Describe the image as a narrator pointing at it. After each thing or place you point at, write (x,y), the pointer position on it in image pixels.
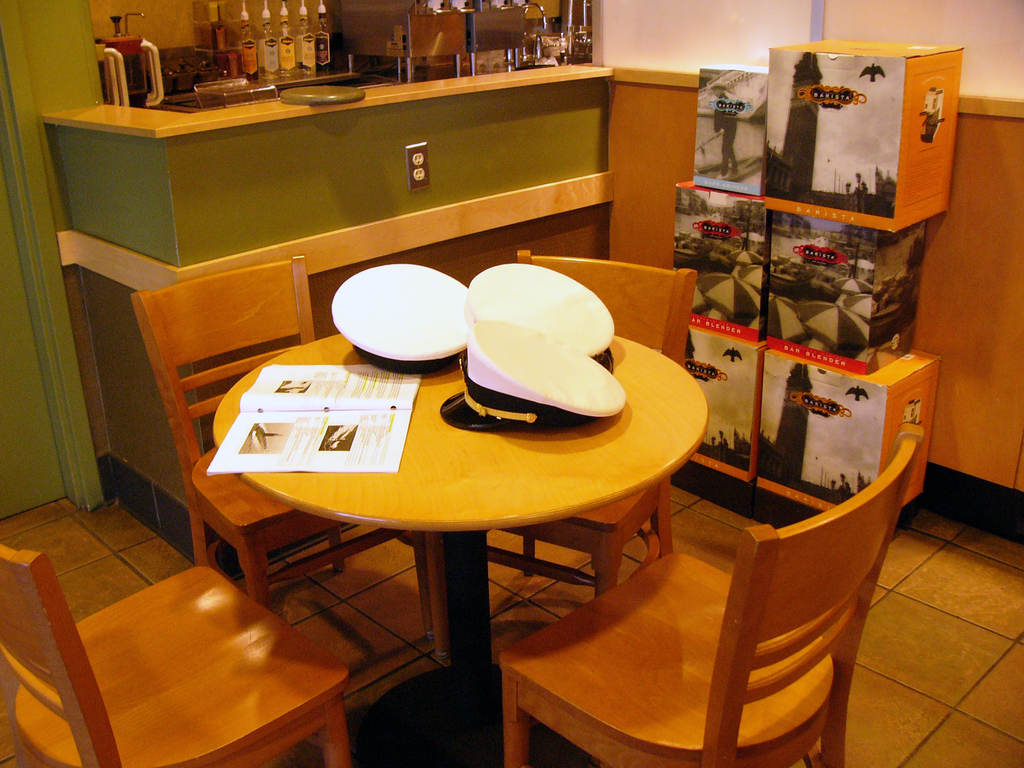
In this image there is a table (486,486) on the floor (113,536). There are chairs (205,560) surrounded by the table (434,705) having a book (339,411) and caps (507,381). Right side (715,415) there are boxes (688,183). Behind there is a wooden furniture (939,284). Left side (308,186) there is a cabinet (368,170) having bottles (274,75) and few objects (483,27). Background (13,408) there is a wall (80,53) having a door (14,436).
